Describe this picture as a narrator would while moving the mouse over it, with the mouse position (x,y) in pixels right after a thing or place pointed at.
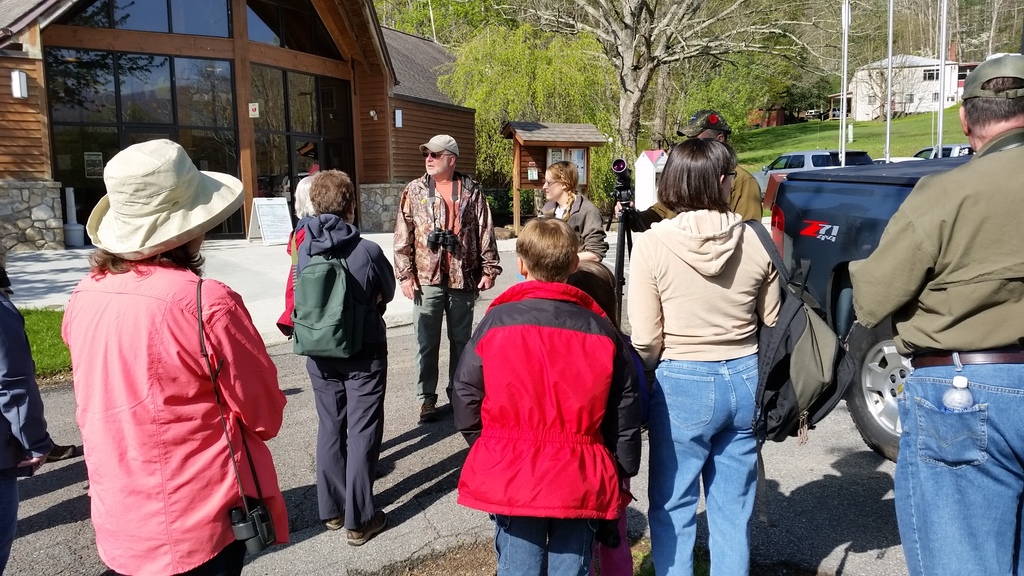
This is an outside view. Here I can see many people (552,256) are standing on the road (430,514). Everyone is wearing jackets (461,377), few people (423,367) are carrying binoculars (448,236). On the right side (843,221), I can see few cars (827,243) on the road (829,453). In the background (705,91) there are buildings (190,66) and trees (593,58).
